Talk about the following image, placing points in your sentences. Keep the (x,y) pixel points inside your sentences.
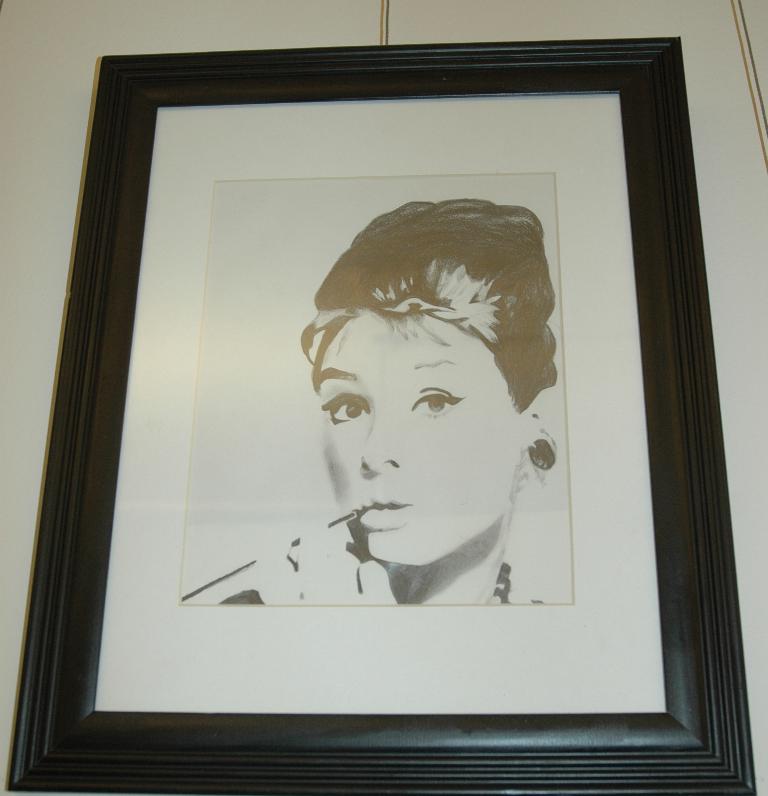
In this we can see a person's face (455,429) in the frame (630,724) and the frame (478,729) is attached to the wall (294,33).
